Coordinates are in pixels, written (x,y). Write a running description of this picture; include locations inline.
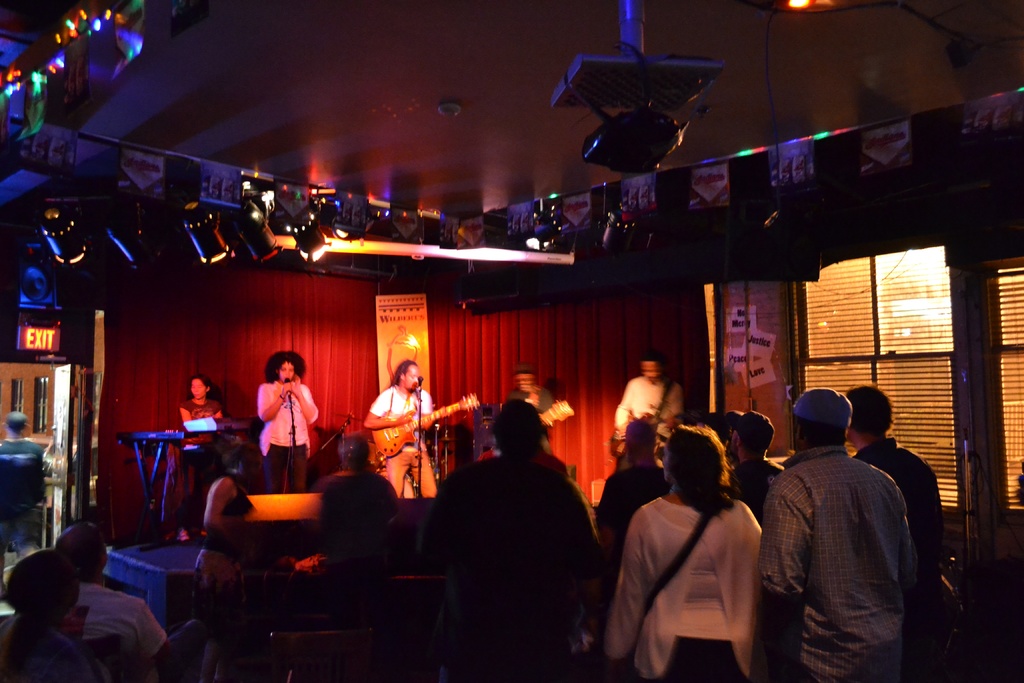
In the foreground of the image (560,527) there are people (519,564) standing. In the background of the image (264,390) there are people (261,406) playing musical instruments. At the top of the image (307,43) there is ceiling (151,108) with lights (348,232). To the left side of the image (85,490) there is a door (88,474).
